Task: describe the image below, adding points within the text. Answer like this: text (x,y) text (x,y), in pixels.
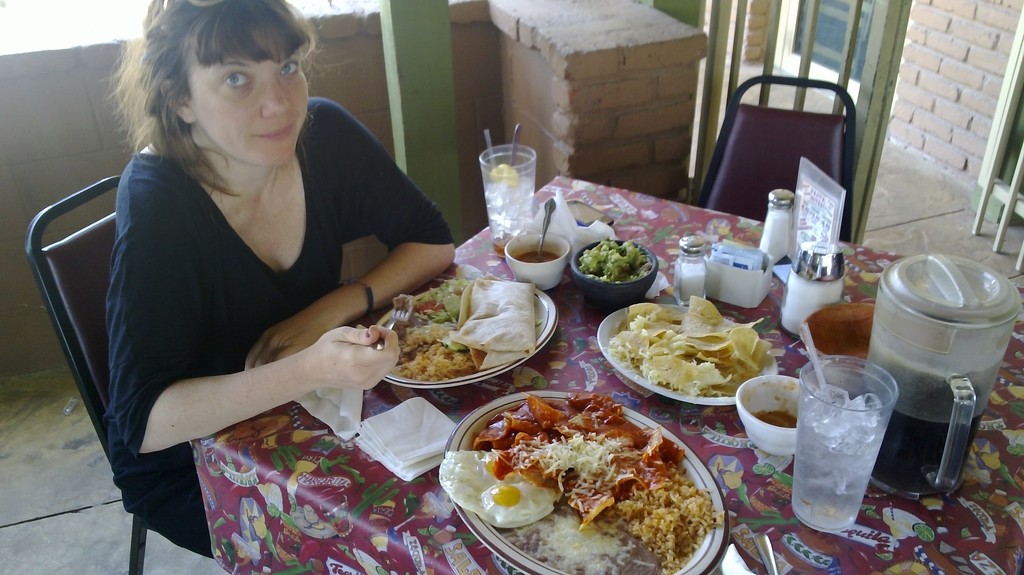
In this image I can see there is a lady (240,371) sitting on chair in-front of table (323,525) where we can see there are so many food items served in plate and bowls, also there are glasses (806,411) with ice cubes (806,394) and jars (925,311), beside her there is a empty chair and at the back (912,151) there is a pillar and wall (1012,29).
